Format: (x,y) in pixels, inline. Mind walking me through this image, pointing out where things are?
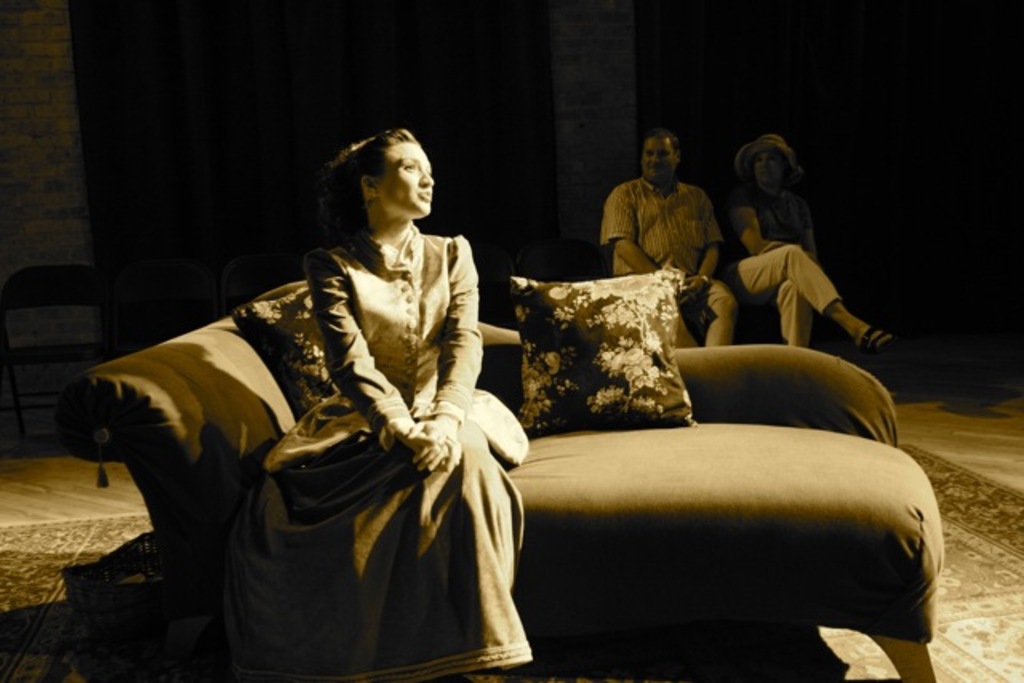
In this picture I can see in the middle (384,451) a woman (418,570) is sitting on the sofa (569,526), there are pillows (561,409) on the sofa (676,463). On the right side (788,175) two persons (748,230) are there.
